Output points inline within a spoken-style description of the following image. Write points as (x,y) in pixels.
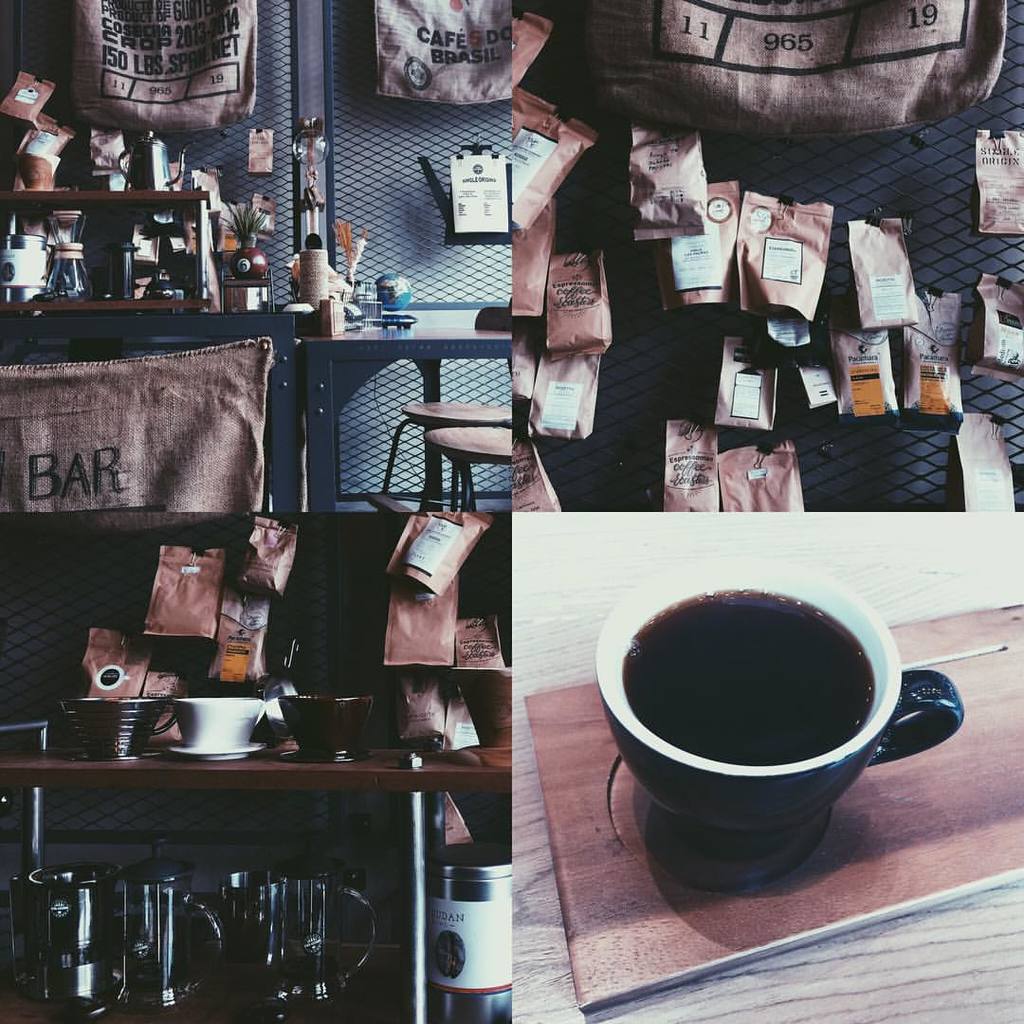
In this image we can see at the bottom right (786,684) there is a cup of coffee (808,622) and the top right (786,285) there are some kind of packets (730,202) hanging and at the top left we can see a table (430,371) here a chair (450,409) at the bottom left (245,747) we can see coffee makers (325,749) on shelves (211,778) totally this image is a collage image.
